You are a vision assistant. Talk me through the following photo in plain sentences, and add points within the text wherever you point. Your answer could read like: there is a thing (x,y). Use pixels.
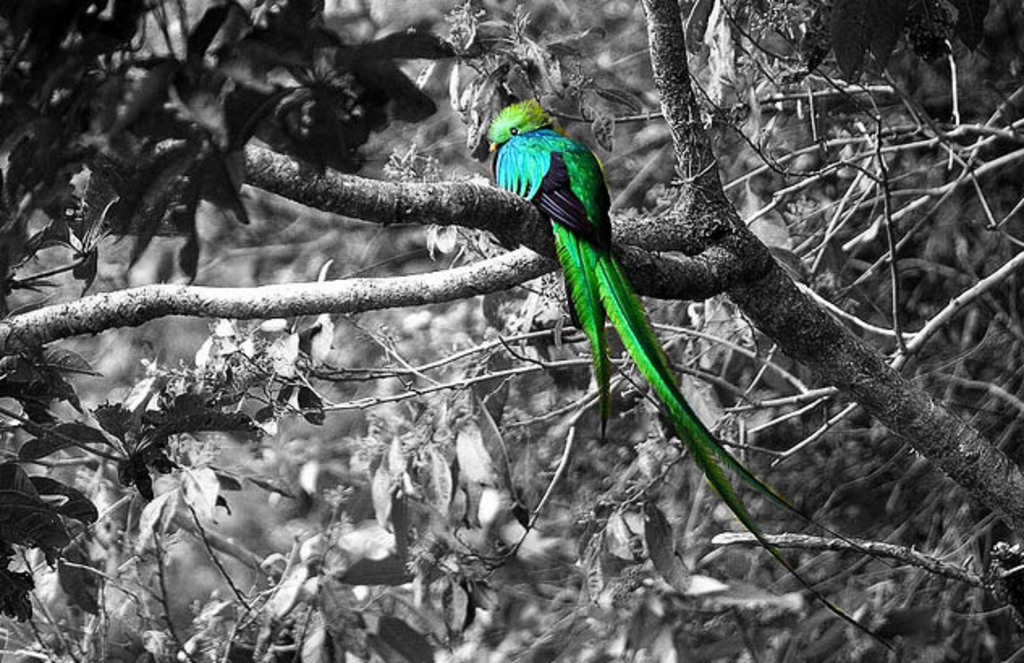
This is a black and white pic except the bird (549,138) and the bird (518,154) is on the branch (542,224) of a tree (257,290). In the background (365,496) the image is not clear to describe.
